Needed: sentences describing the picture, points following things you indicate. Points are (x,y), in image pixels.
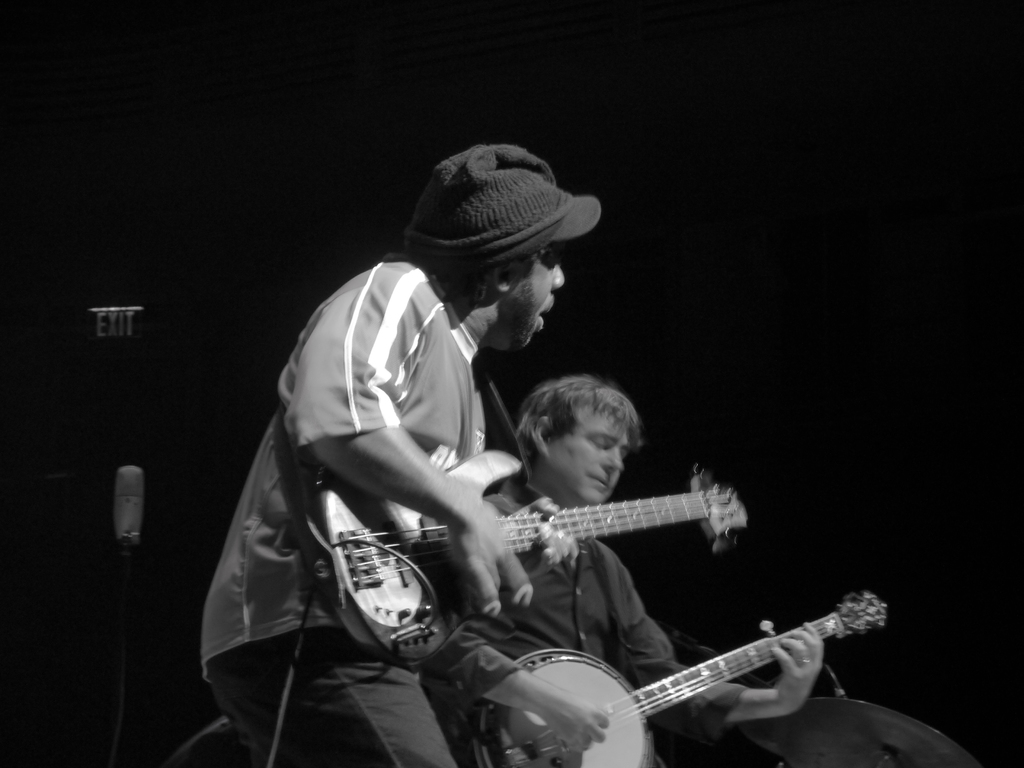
A black and white picture. This 2 persons (400,672) are playing a guitar (397,594) and a banjo (738,652).
